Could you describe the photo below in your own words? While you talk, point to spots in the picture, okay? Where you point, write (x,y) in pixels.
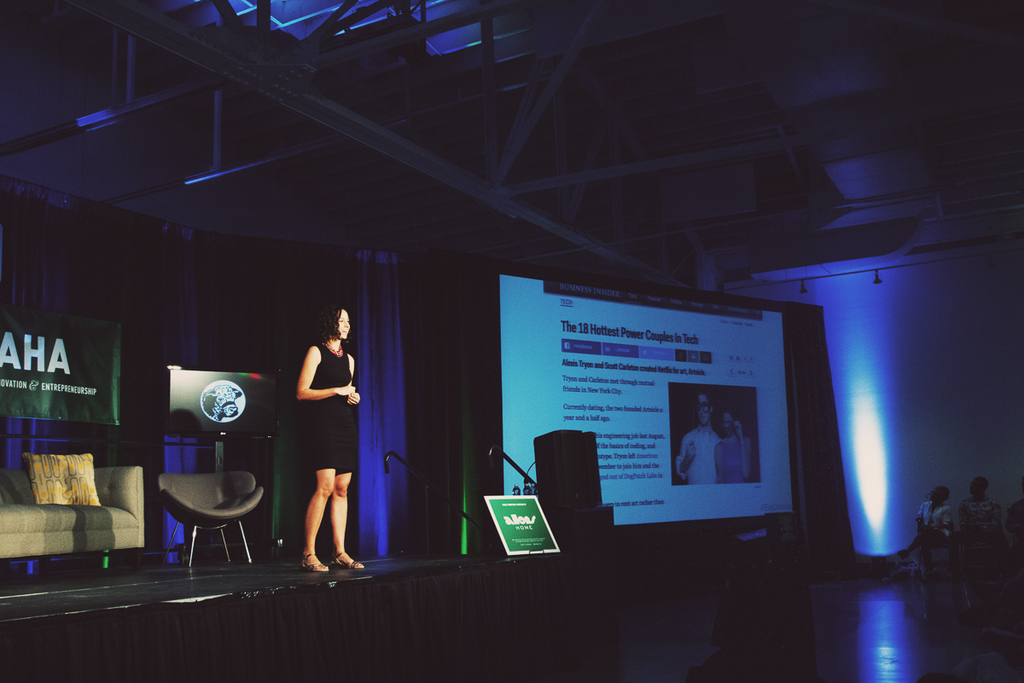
In the image I can see a lady (332,511) who is wearing the black dress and standing on the dais (322,574) and behind there is a chair (198,500), sofa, screen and also I can see some other people (968,493), speaker (538,481), board (533,510) and a projector screen (514,481) to the side.
